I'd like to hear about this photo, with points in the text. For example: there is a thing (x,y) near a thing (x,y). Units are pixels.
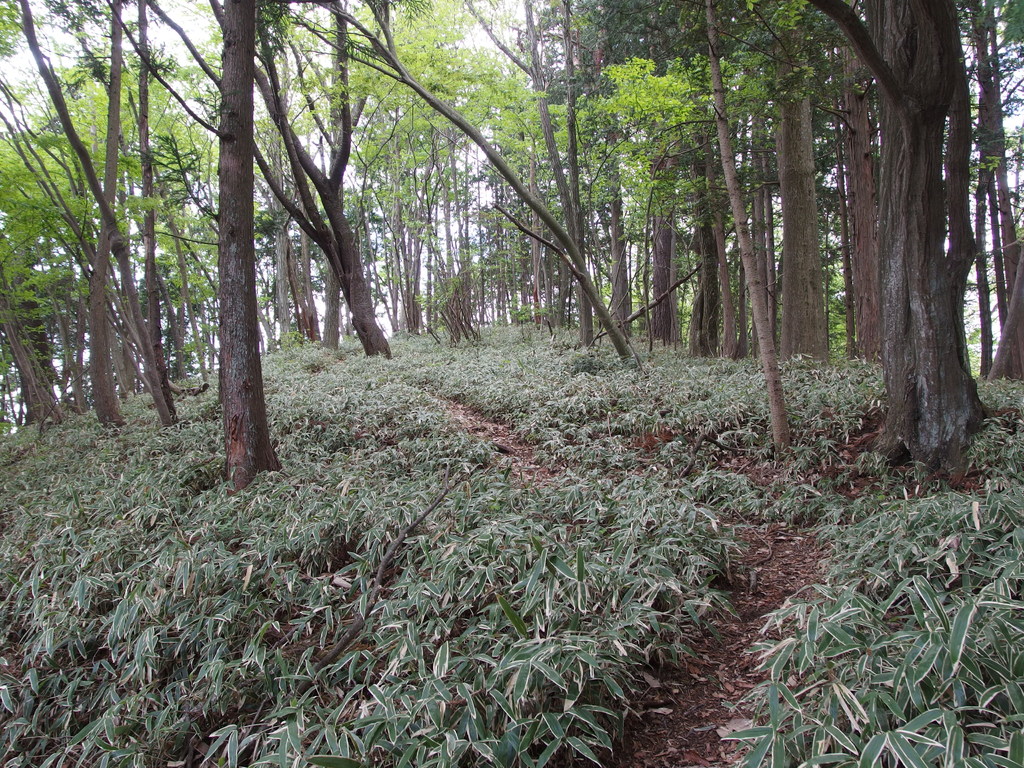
In this picture there is view of the forest (272,487). In the front (230,403) there are some tall trees (55,282) and in the front (530,607) bottom side there are some green plants (530,607) on the ground (644,725).
